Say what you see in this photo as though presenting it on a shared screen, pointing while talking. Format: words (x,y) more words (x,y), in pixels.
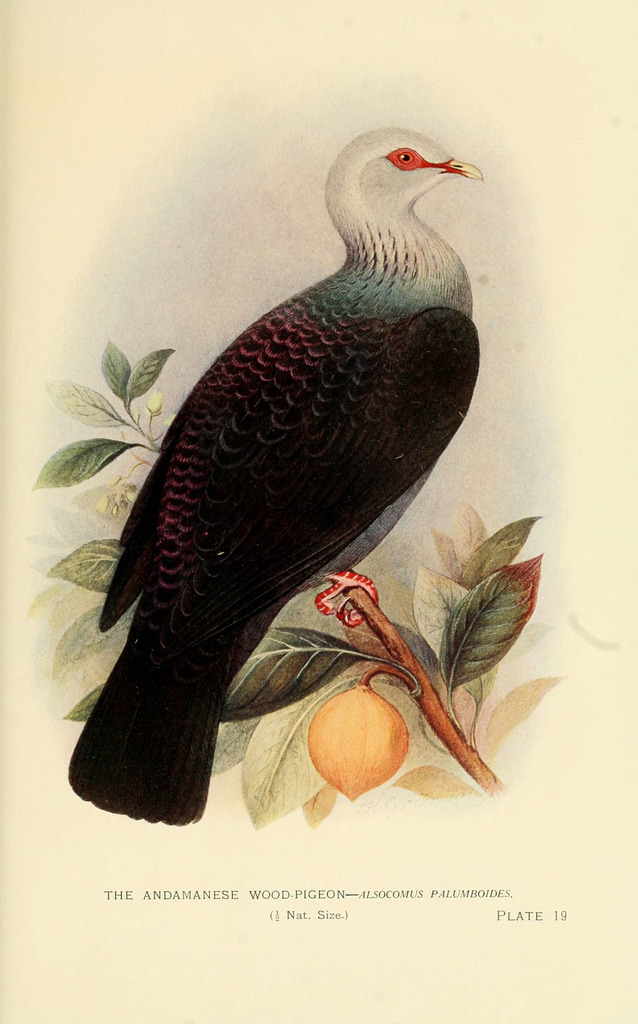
In this picture we can see the depiction of a bird (329,575) sitting on the branch (469,761) of a tree (378,648) and we can see the leaves (332,651) and an object (353,715) hanging on the branch (476,767). At the bottom (356,892) we can see the text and numbers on the image.
